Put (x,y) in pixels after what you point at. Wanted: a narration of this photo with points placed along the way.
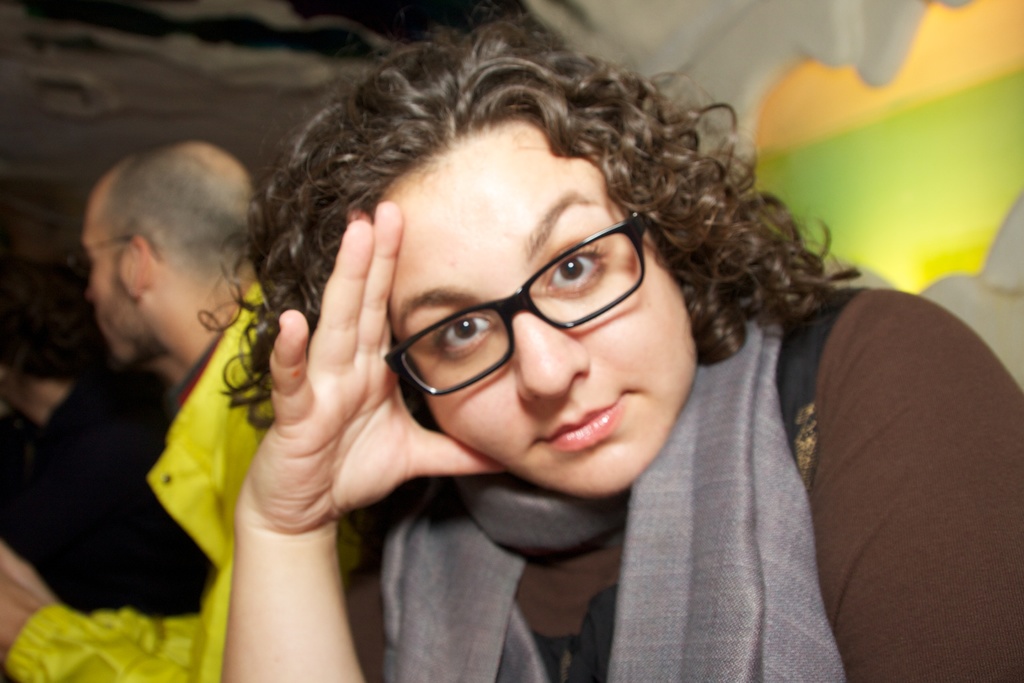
In this image in front (357,421) there is a person (611,424) wearing a specs (460,371). Beside her there are two other people (189,540). Behind her there is a wall (839,51) and a light (886,193).
